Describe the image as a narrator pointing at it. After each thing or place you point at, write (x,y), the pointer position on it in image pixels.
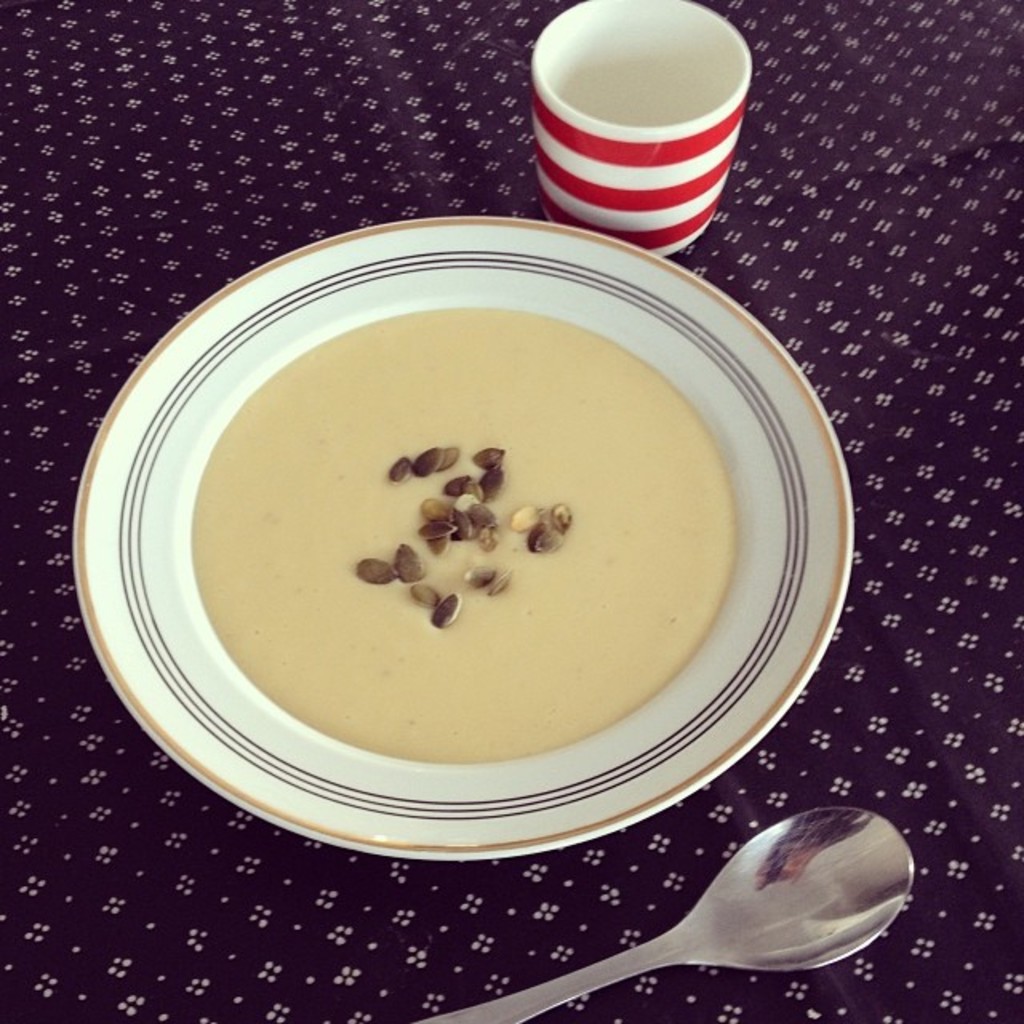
In the picture I can see one cloth (902,491) with white design dots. At the top of the cloth (533,944) I can see one plate (463,237) behind the plate (522,239) I can see glass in front of the plate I can see one spoon (844,923).
